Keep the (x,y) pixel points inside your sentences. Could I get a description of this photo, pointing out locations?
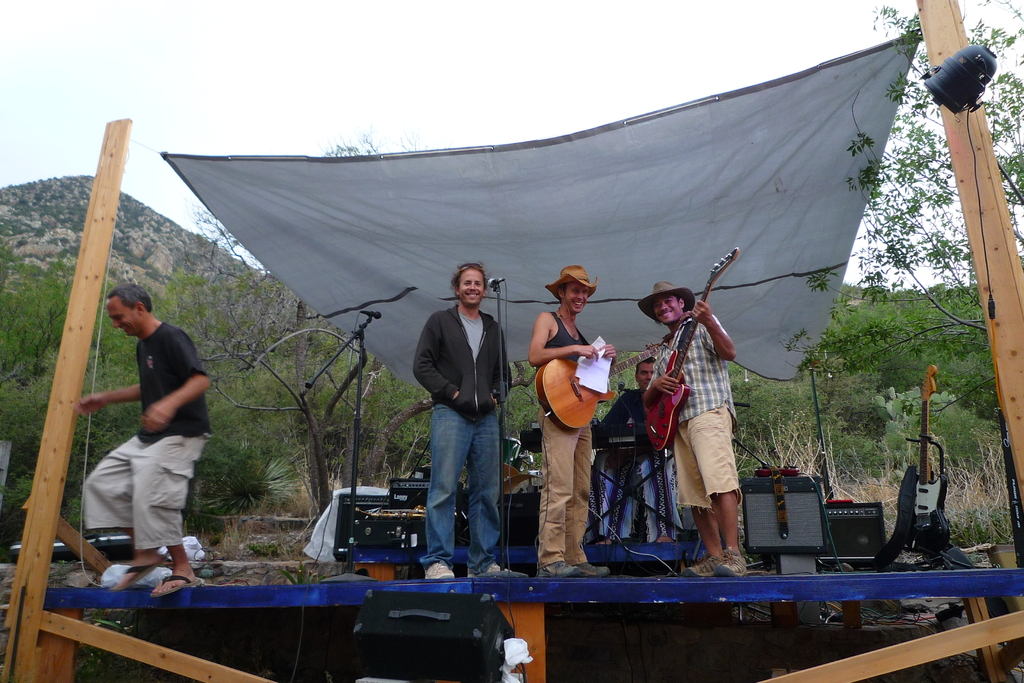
In this picture there is a man (556,444) who is wearing hat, t-shirt (558,342), trouser (562,483) and shoes (600,566). He is holding the papers (596,379) and guitar (553,384). Besides him there is another man (714,377) who is playing a guitar (669,433). Beside them there is another man (474,312) who is wearing jacket (467,403), t-shirt (479,332), jeans (450,501) and shoes (442,565). In the back (642,423) I can see the musical instruments (622,441). They are standing on the stage (389,574). On the left (163,392) there is a man (169,424) who is jumping from the stage (203,586). In the background (10,403) I can see many trees (135,380), plants (125,368), grass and mountains (161,217). At the top (451,92) there is a sky (375,50). In the top right corner (946,96) I can see the focus light (968,74).
